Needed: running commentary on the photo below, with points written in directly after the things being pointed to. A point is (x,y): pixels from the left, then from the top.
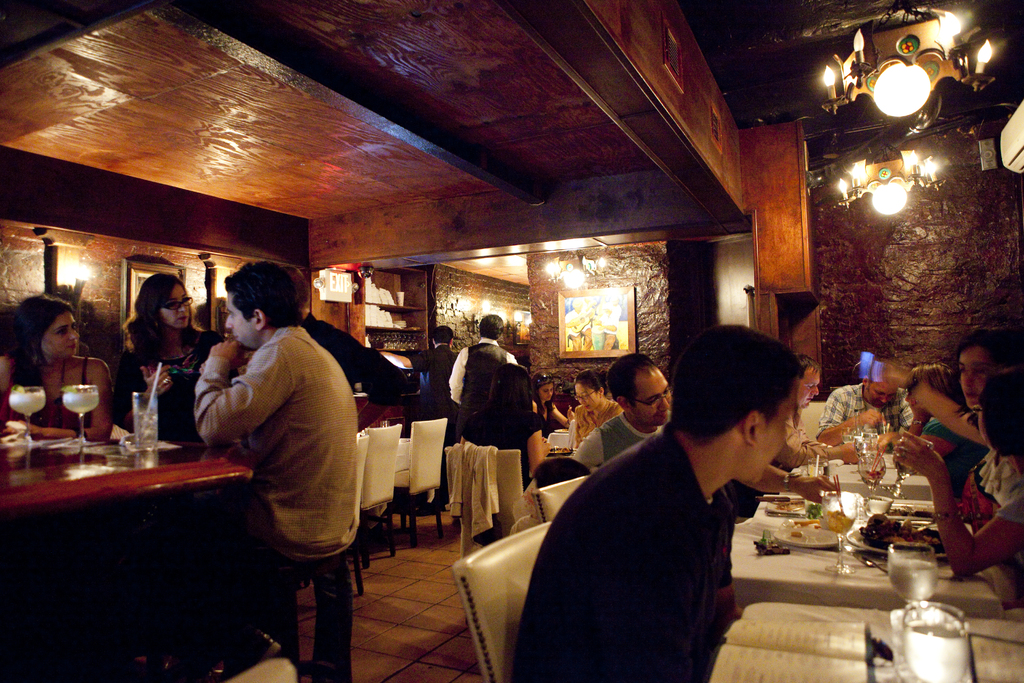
In this picture, we can see a few people (584,580), and we can see the ground (405,534) with some objects (475,575) like chairs (503,493), table (191,505), and some objects (141,437) on the table (71,483) like glass jars (152,412), glass (156,424), plates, and we can see the wall (874,321) with lights (595,262), frame (613,307), shelves (405,310), and some objects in shelves (413,326), and the roof (448,255) with lights (587,273), and some objects (357,286).
